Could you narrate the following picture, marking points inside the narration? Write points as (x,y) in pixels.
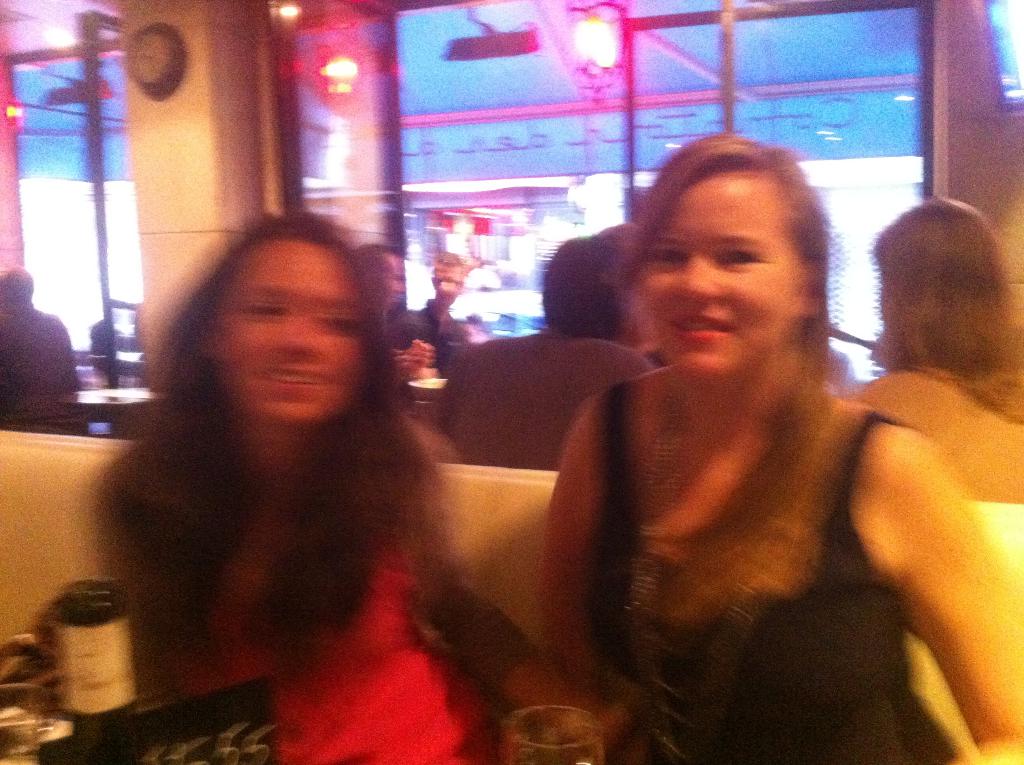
In this picture we can see some people (566,466) sitting, a woman (699,358) on the right side (774,694) is holding a glass (558,748), we can see a bottle (90,663) at the left bottom (107,655), in the background (130,404) there are some tables (130,404) and a glass (701,105), there are lights (586,39) at the top of the picture (602,33).
